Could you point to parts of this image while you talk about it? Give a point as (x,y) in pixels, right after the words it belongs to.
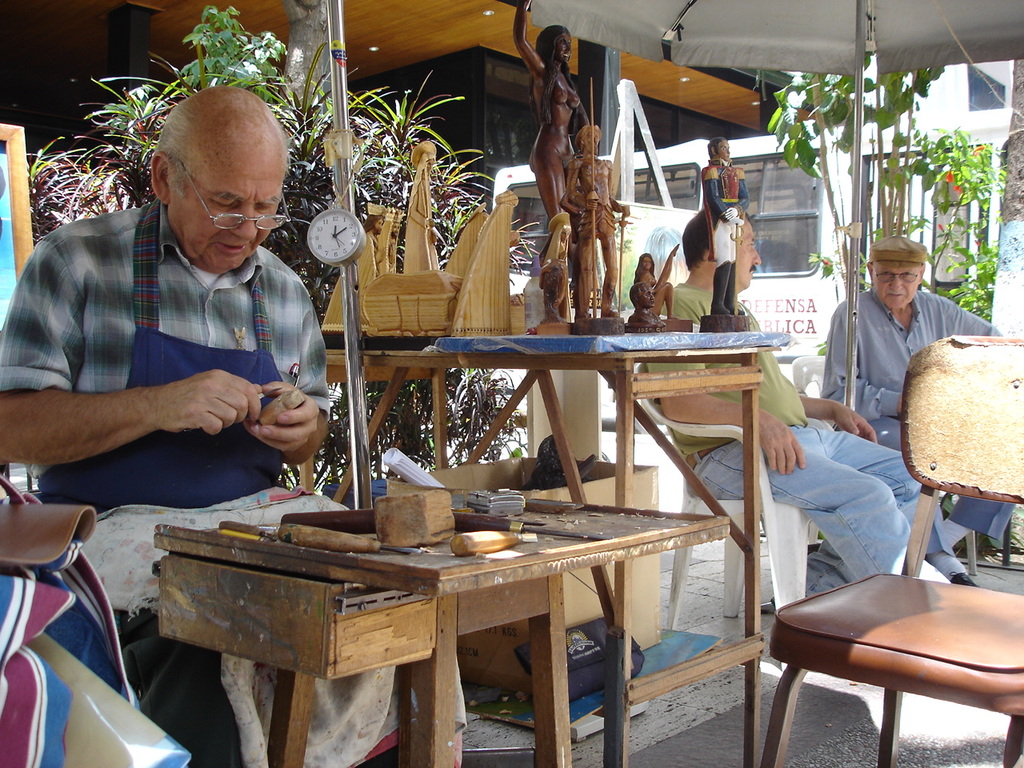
An old man (170,419) is sitting and crafting a wooden piece (278,398). Beside him there are two men (864,315) at a distance.
